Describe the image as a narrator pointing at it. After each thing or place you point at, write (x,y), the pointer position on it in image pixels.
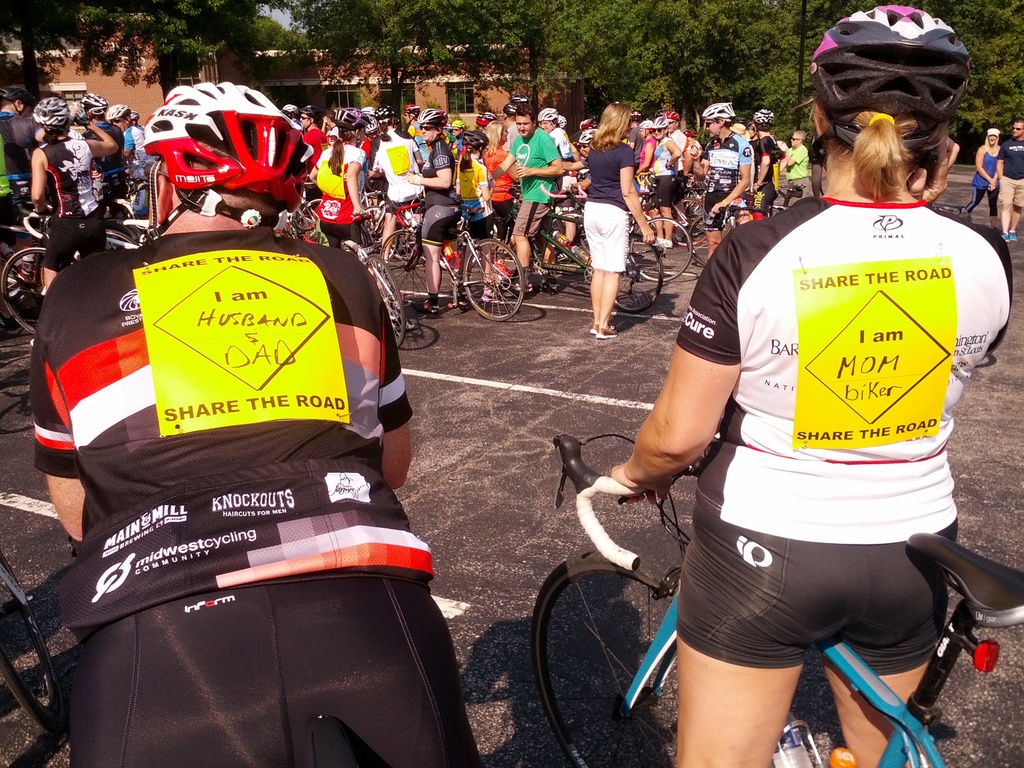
As we can see in the image there are bicycles (29,303), group of people (961,236) here and there, houses (344,95) and trees (339,32).
